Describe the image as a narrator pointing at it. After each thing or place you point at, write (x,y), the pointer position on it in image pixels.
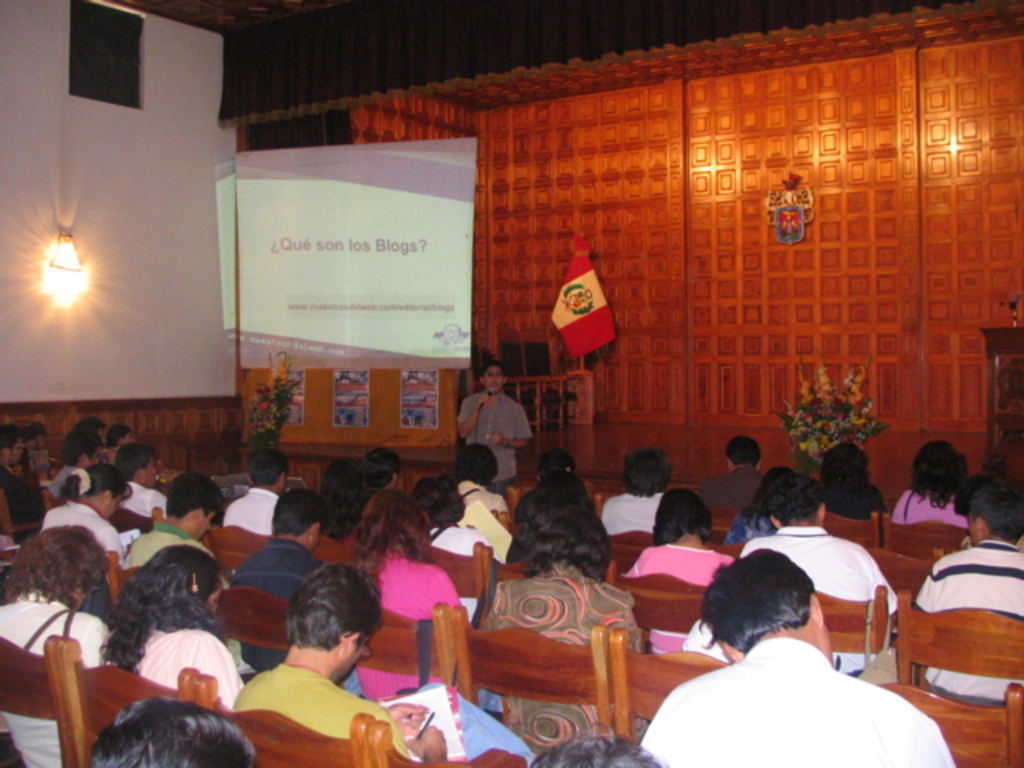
In this picture there are people (1017,539) those who are sitting on the chairs (642,627) at the bottom side of the image (575,574) as audience (367,599) and there is a projector screen (460,335) and a lamp (83,288) on the left side of the image (66,285), there is a person (485,420) who is standing in the center of the image (506,428), by holding a mic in his hand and there is a stage (543,445) in the center of the image (555,344).
